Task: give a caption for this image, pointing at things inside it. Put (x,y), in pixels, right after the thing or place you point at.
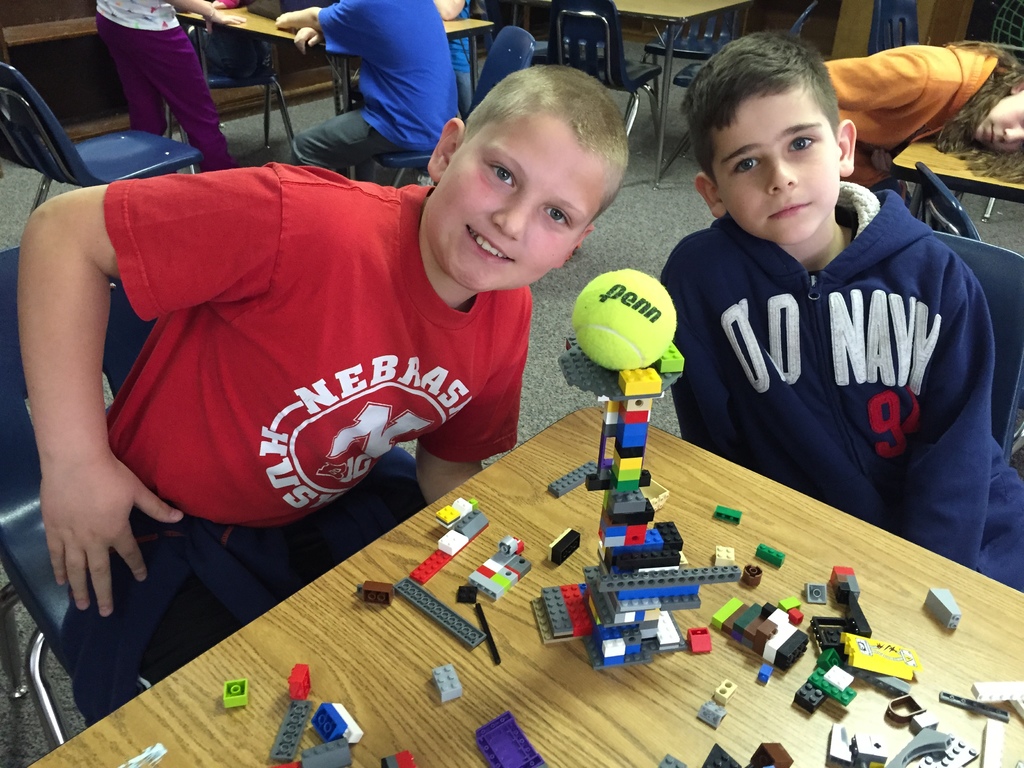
In this image we can see there are two children's (831,368) sat in their chairs (1009,402), in front of them there is a table (659,678). On the table (566,666) there are toys (591,625), behind them there are a group of people (197,64) sat on their chairs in front of the table (256,27), one of them is standing. On the top right side (958,112) there is a girl (948,133) sitting on the chair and placed her head (979,132) on the table (933,156) and she is sleeping.
